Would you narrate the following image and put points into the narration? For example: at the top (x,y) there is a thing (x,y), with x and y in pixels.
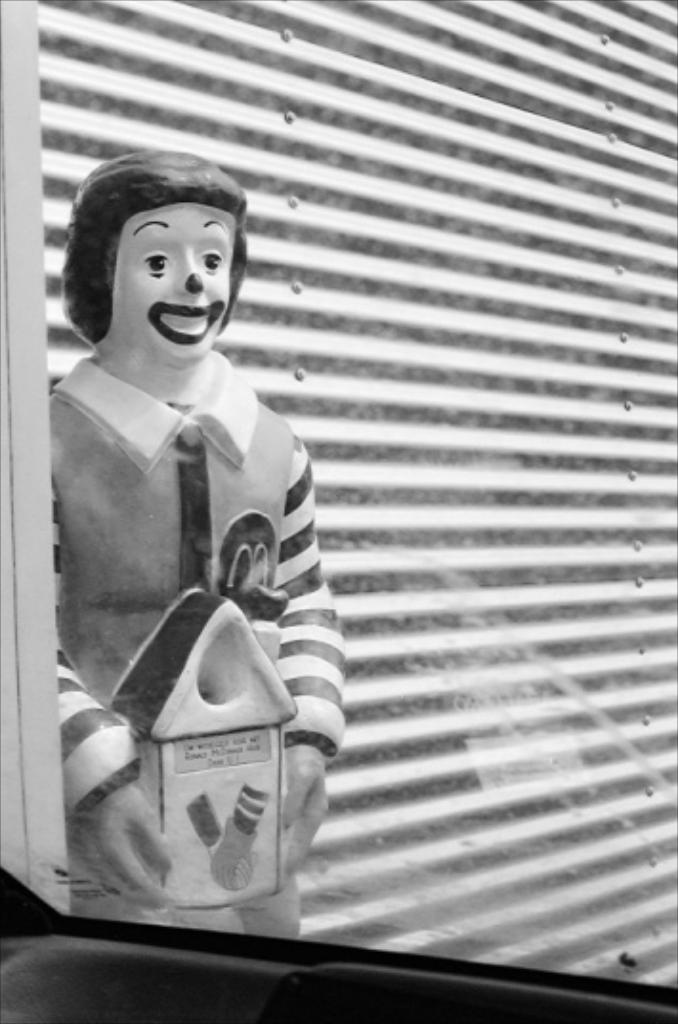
This is a black and white image. In this image we can see a statue (247,715). We can also see a wall (545,576).
